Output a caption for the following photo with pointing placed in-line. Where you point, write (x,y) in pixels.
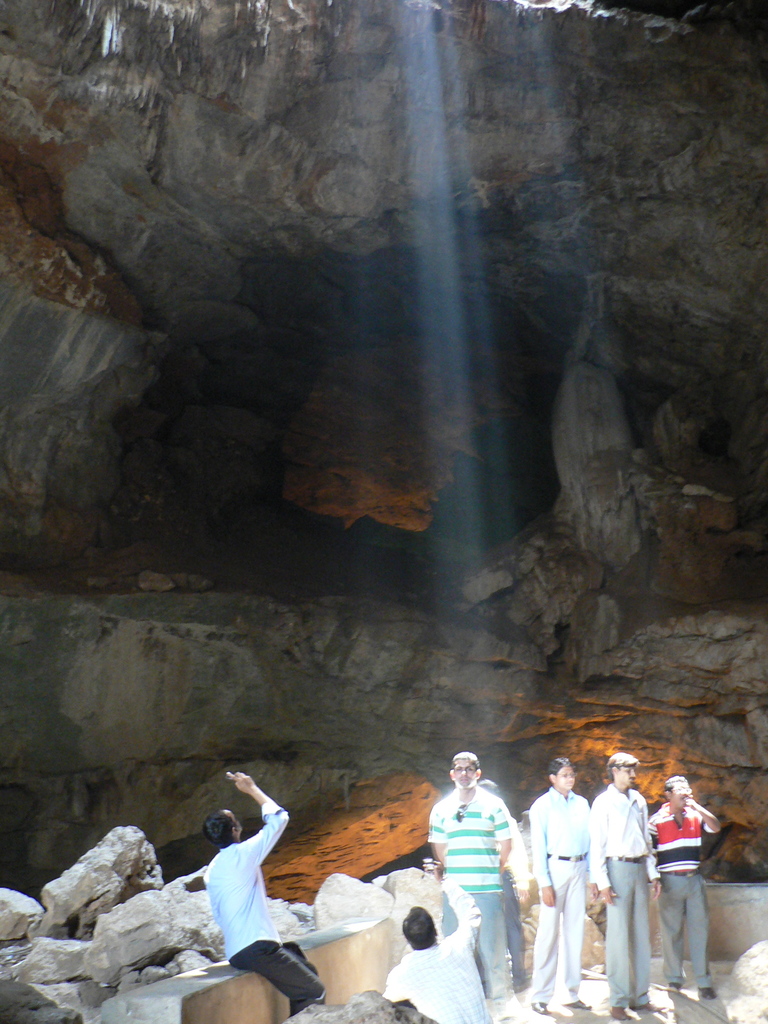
In this image there are a group of people (571,936) standing and someone (228,840) sitting under a big rock (5,591).
